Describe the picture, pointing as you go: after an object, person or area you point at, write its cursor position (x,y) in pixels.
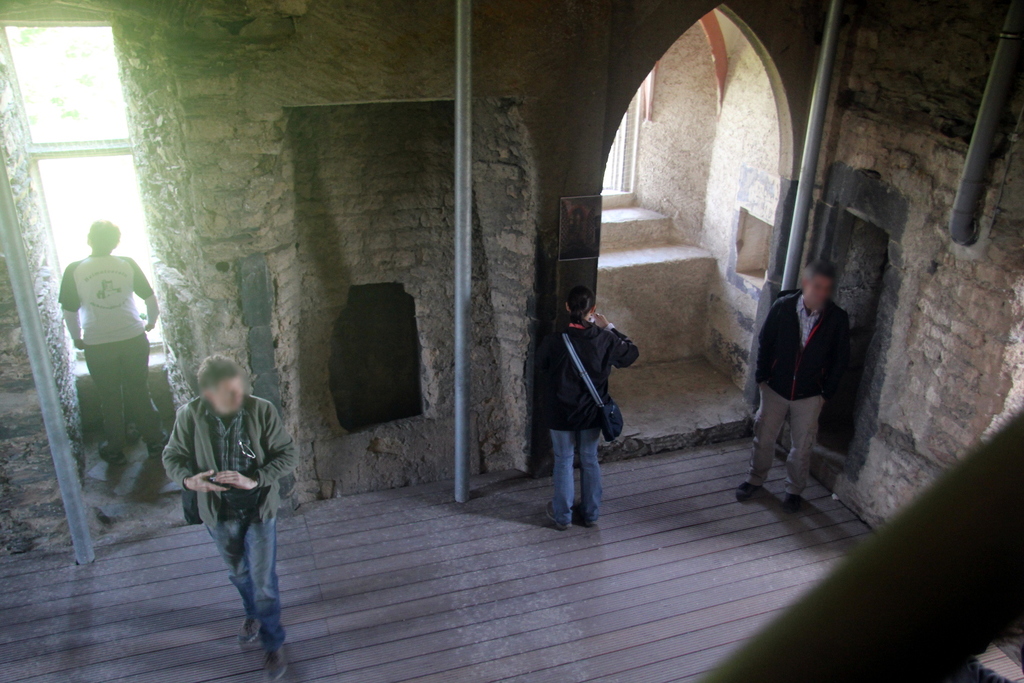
The picture is taken inside a castle (266,144) where there are people (116,304) viewing from the windows (138,236) and few other guys (553,334) standing around. We also find there are poles (463,320) attached and there is a wooden base (574,560).
